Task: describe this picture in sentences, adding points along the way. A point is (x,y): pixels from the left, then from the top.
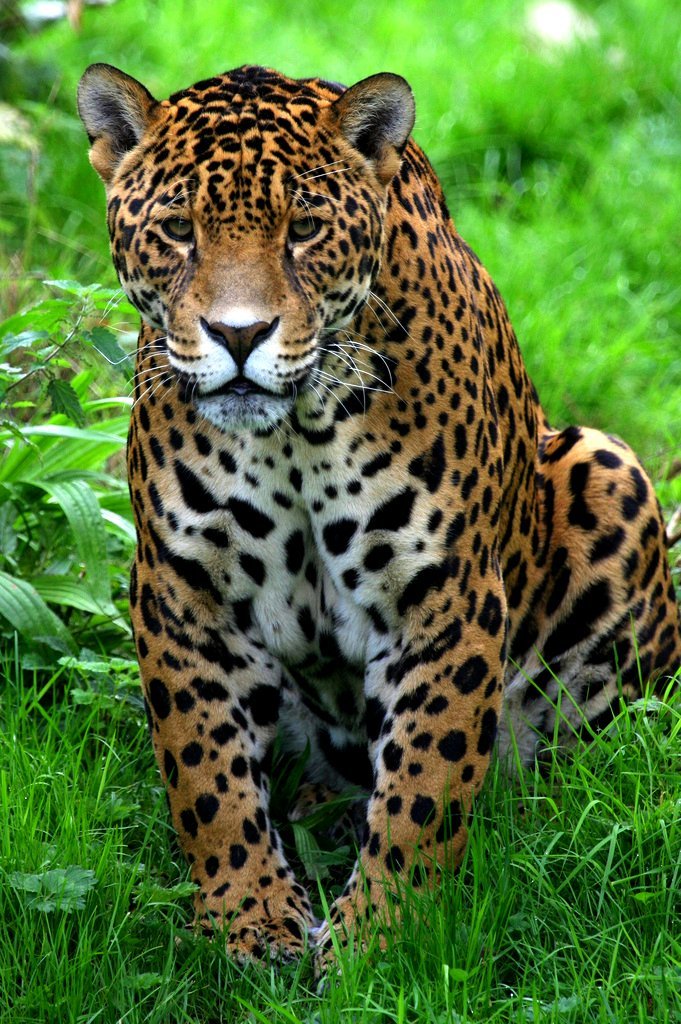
In this picture we can see a jaguar (598,515) sitting on the ground (578,770) and in the background (280,1) we can see grass (139,25).
